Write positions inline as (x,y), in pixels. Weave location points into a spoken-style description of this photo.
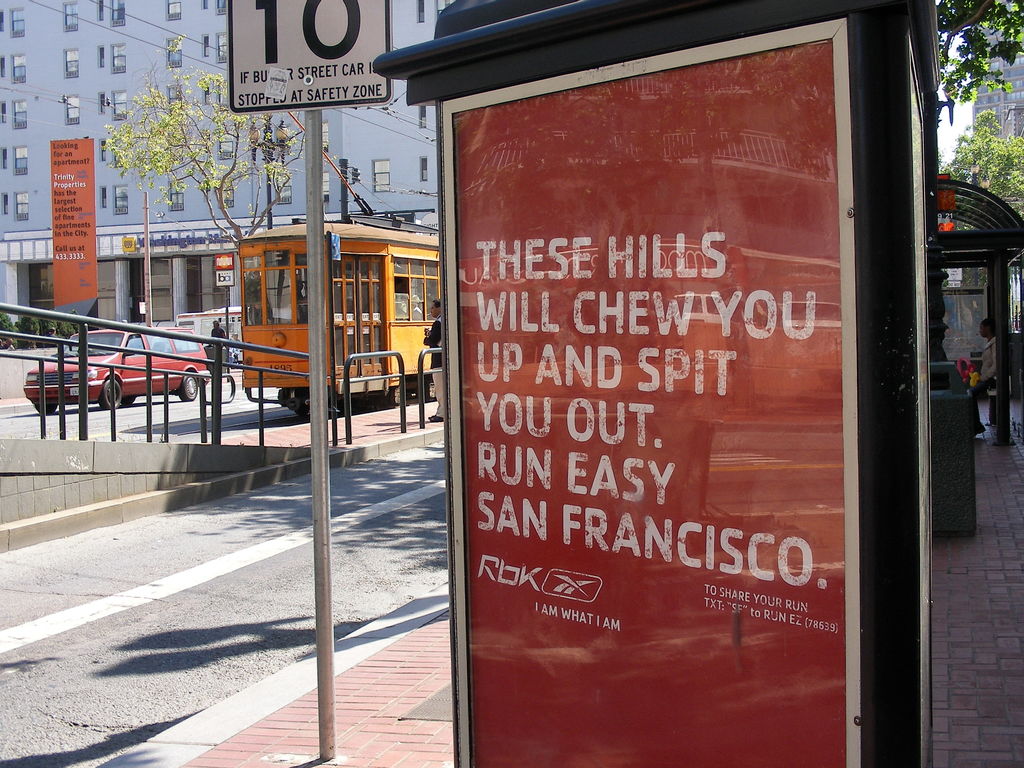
This picture is clicked outside. In the foreground (641,380) we can see the text (355,9) on the boards (807,529). In the right corner (985,354) there is a person (980,431) sitting on the bench (994,396) and we can see the metal rods (969,242). In the center (347,313) we can see the vehicles (124,354) running on the road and we can see the two people (434,362) seems to be standing on the ground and we can see the metal rods (62,428), text (76,162) on the banner (74,177), tree (214,179), lamp post (271,153). In the background (77,85) we can see the building (134,217) and the plants (60,324). In the right corner (955,75) we can see the sky (950,65), building (1004,108) and the trees (981,151) and we can see some other objects (972,191).
